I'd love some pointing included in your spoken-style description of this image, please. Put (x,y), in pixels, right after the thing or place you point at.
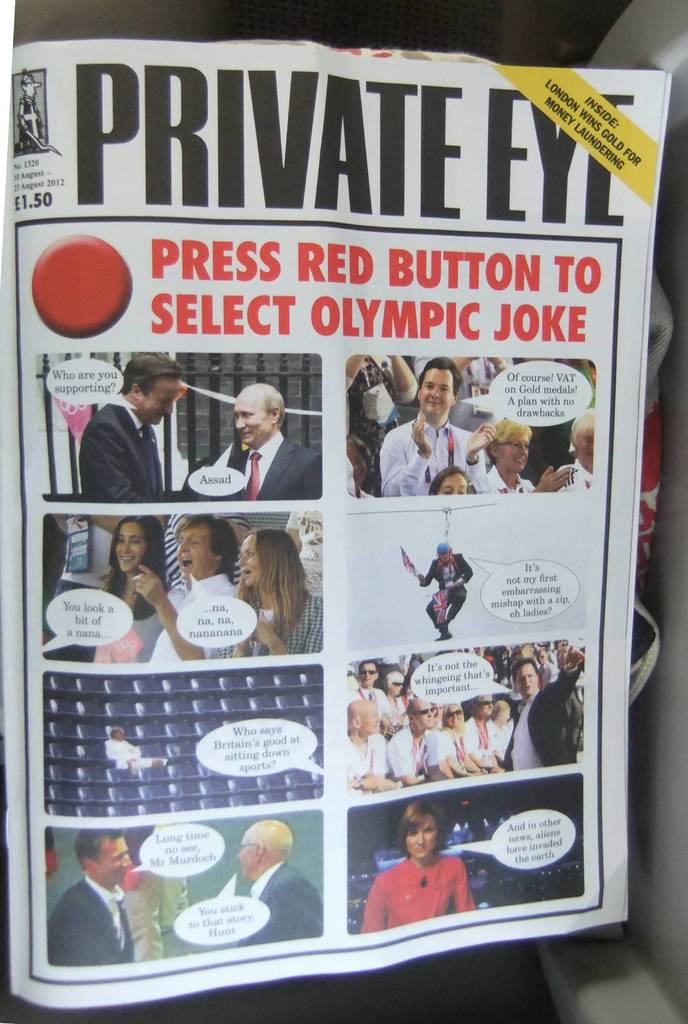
In the image we can see there is a newspaper (387,488) and there is a collage (284,522) of pictures (294,577). There are people (119,461) standing and others are sitting on the chair (151,754). There is a message pop up (554,376) on the paper (328,902) and its written ¨Private Eye¨.
